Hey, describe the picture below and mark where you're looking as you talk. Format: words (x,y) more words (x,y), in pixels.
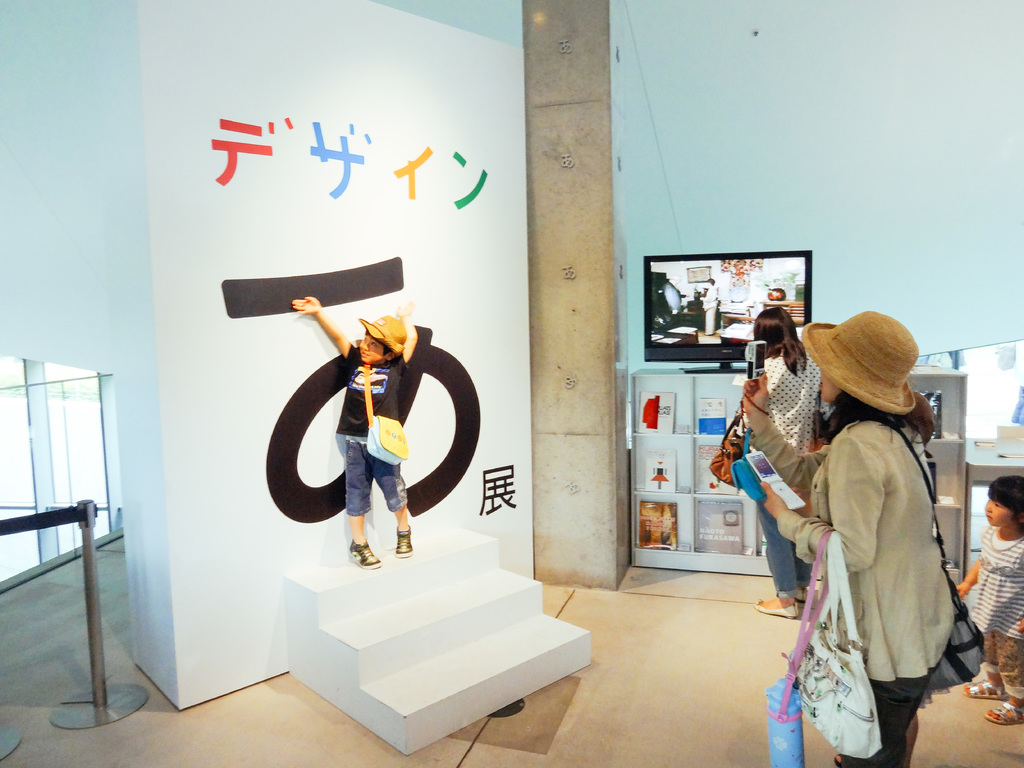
In this image we can see a white object (261,269) looks like a wall (254,315) and there are stairs (418,655) attached to it. On the wall (381,531) we can see some text (356,276) and a boy (362,498) is standing on the stairs (351,577). In front of the boy (404,551) we can see few persons (775,441) holding objects (766,465) and among them a person (836,471) is taking a photo. In the background (750,269), we can see a tv (678,306) on a table (716,392) and a wall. On the tv (710,324) we can see some picture (703,308). On the right side (974,605), we can see a girl (969,586). On the left side (96,578), we can see a barrier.
